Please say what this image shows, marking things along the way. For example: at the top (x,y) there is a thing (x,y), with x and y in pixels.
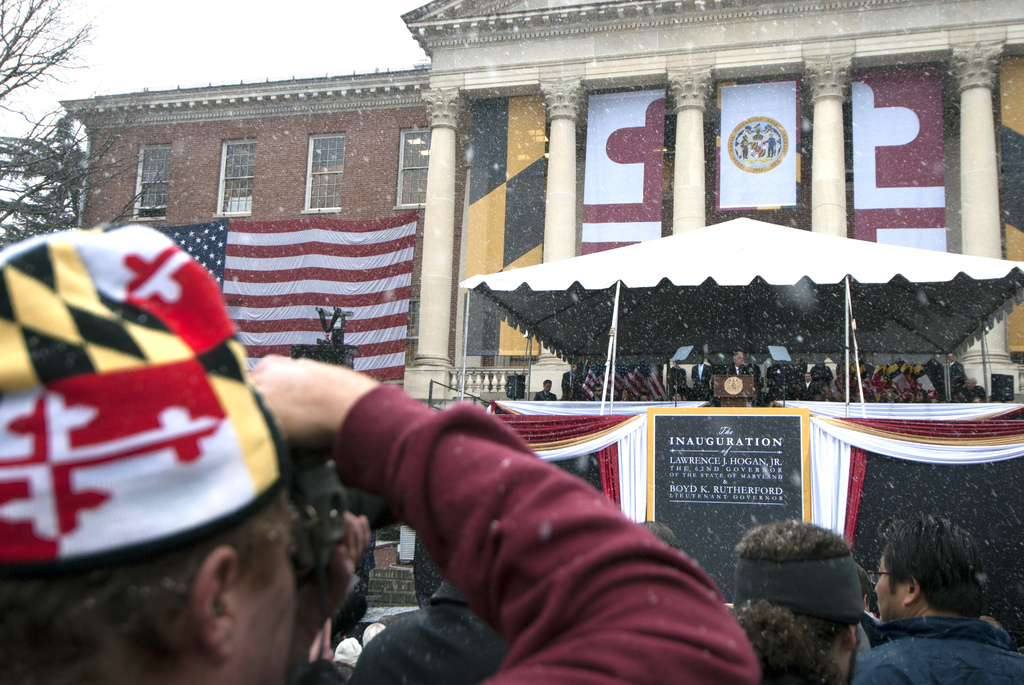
In this image, we can see people (460,608) and some are wearing caps (189,538) and one of them is holding a camera (358,505). In the background (723,307), there is a tent (805,353) and we can see some other people (776,390) and there is a flag (305,278) and curtains (813,478) and there are poles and we can see railing (499,370) and there is a tree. At the top (205,46), there is sky (233,53).
